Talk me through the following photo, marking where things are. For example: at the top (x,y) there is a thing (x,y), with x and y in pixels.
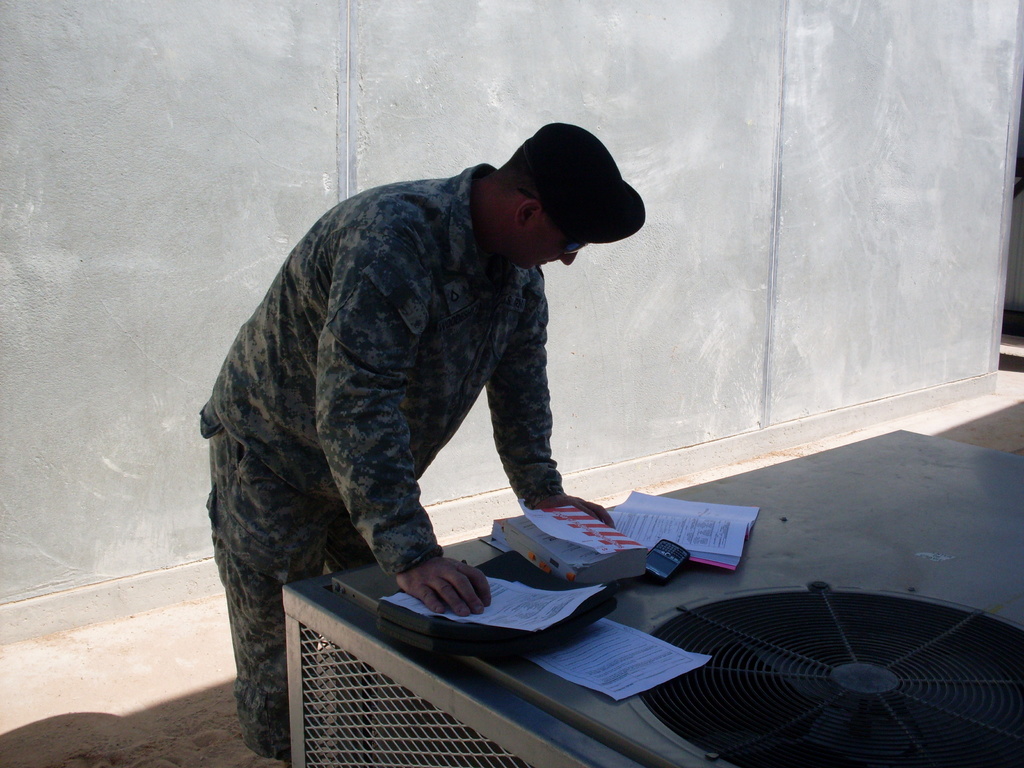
In the image there is a man (384,302) in camouflage dress (385,308) and cap (565,180) leaning in the front (730,627) on table (504,662) with books (531,562) and papers (603,587) on it with a fan (713,629) in the middle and behind there is a wall (538,60).
